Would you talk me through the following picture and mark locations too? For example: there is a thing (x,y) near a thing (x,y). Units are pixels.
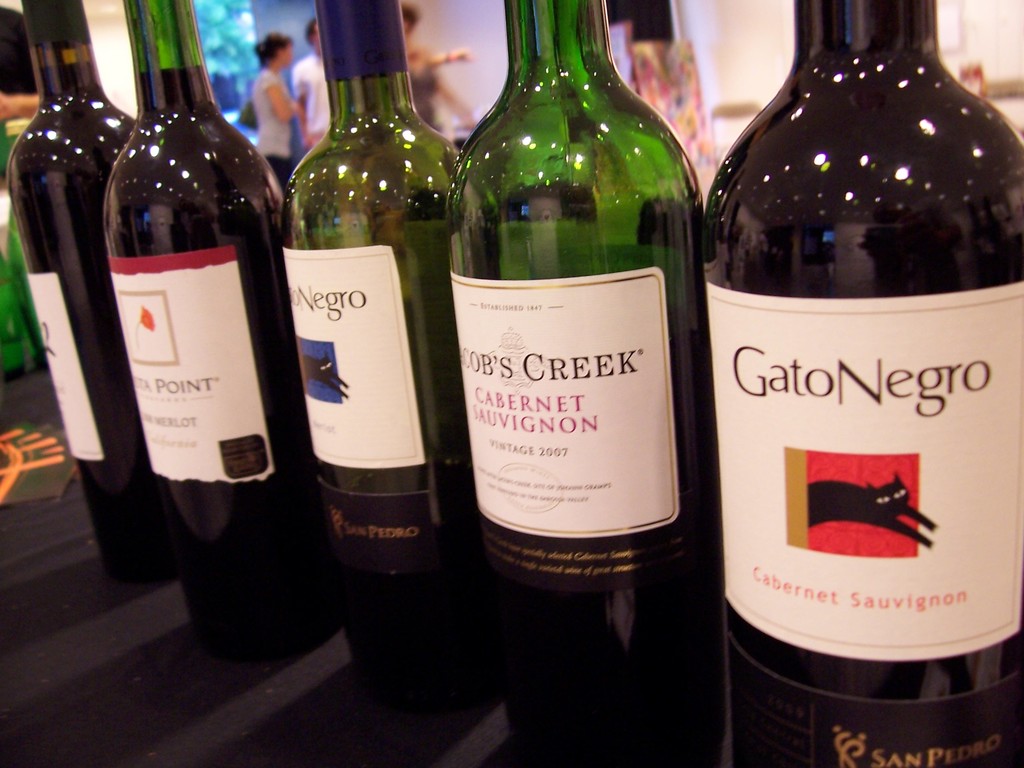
In the center of the image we can see a platform (77,505). On the platform (75,489), we can see a few bottles (97,429) and one object (53,470). And we can see some text (753,372) on the bottles (170,23). In the background (279,53) there is a wall (304,34), few people (407,36) and a few other objects (649,29).
